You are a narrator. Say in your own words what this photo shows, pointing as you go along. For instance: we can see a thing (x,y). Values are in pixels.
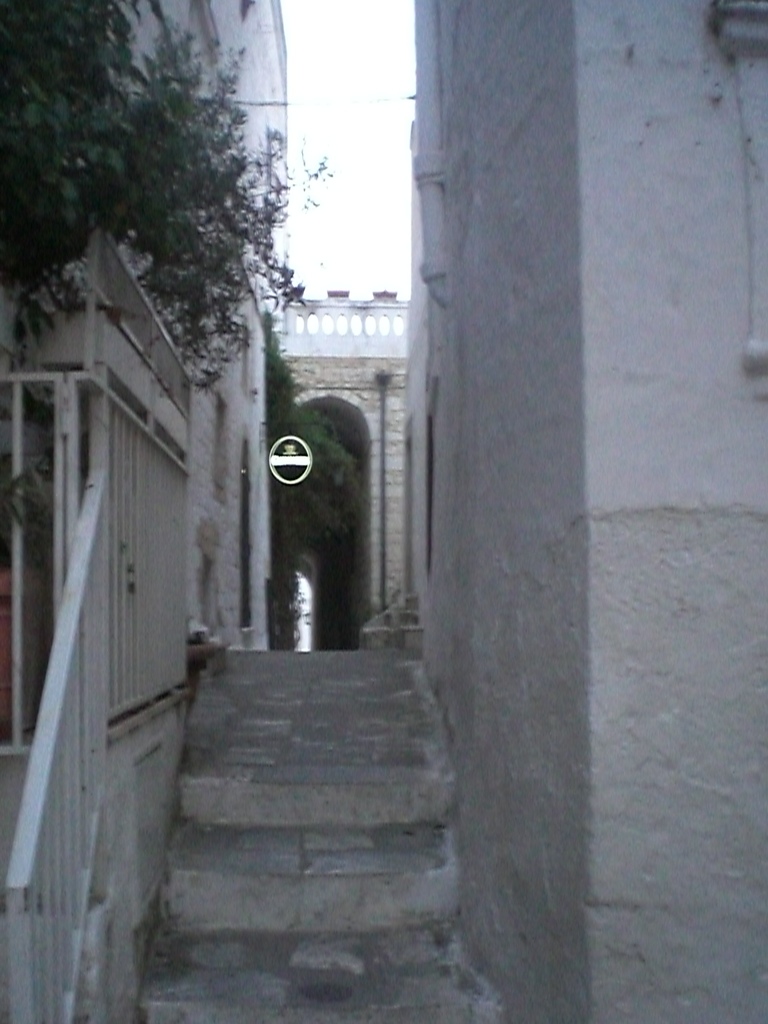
Here we can see steps (429,782), fence (128,442) and plants (69,202) on the left side (57,226). In the background (311,348) there is a building (308,368), plants (321,469), wall (263,520), board (304,462) and sky (367,268).
